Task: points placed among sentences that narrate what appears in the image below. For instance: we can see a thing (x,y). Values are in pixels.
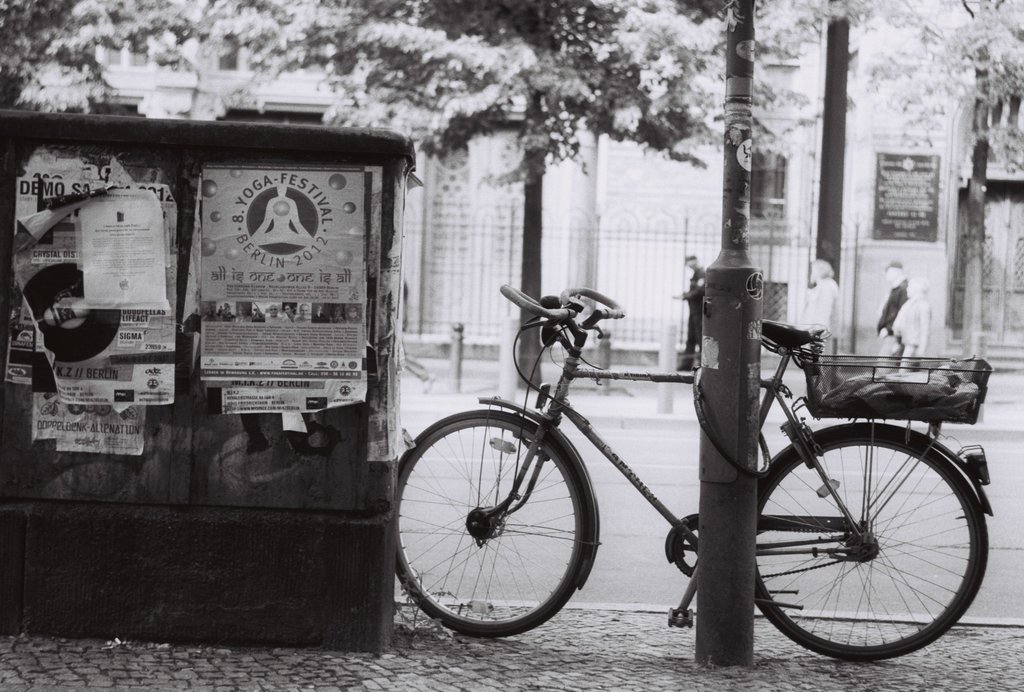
This image is a black and white image. This image is taken outdoors. At the bottom of the image (226,653) there is a sidewalk (655,646). In the background (146,93) there are two buildings (915,146) with walls (217,61), windows (230,43) and doors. There is a board (901,208) with a text (893,223) on it. There is a fence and there is a pole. Four people (818,299) are on the sidewalk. There are a few trees (458,37). In the middle of the image (573,440) there is a road (774,423). A bicycle (631,472) is parked on the sidewalk (534,637). There is a pole (716,274). There is a box (231,553) and there are a few posters (262,289) with a text (280,289) on the box (251,568).
